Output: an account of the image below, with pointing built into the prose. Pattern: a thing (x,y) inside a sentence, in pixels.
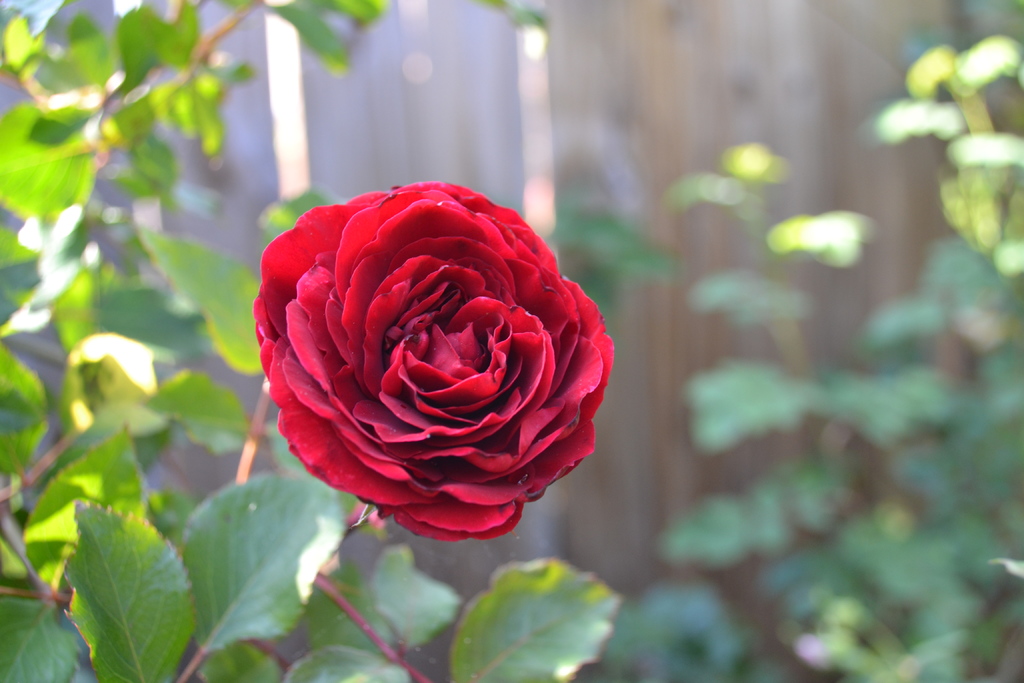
Here we can see a flower (441,394) and plants (61,288). There is a blur background (663,407).
